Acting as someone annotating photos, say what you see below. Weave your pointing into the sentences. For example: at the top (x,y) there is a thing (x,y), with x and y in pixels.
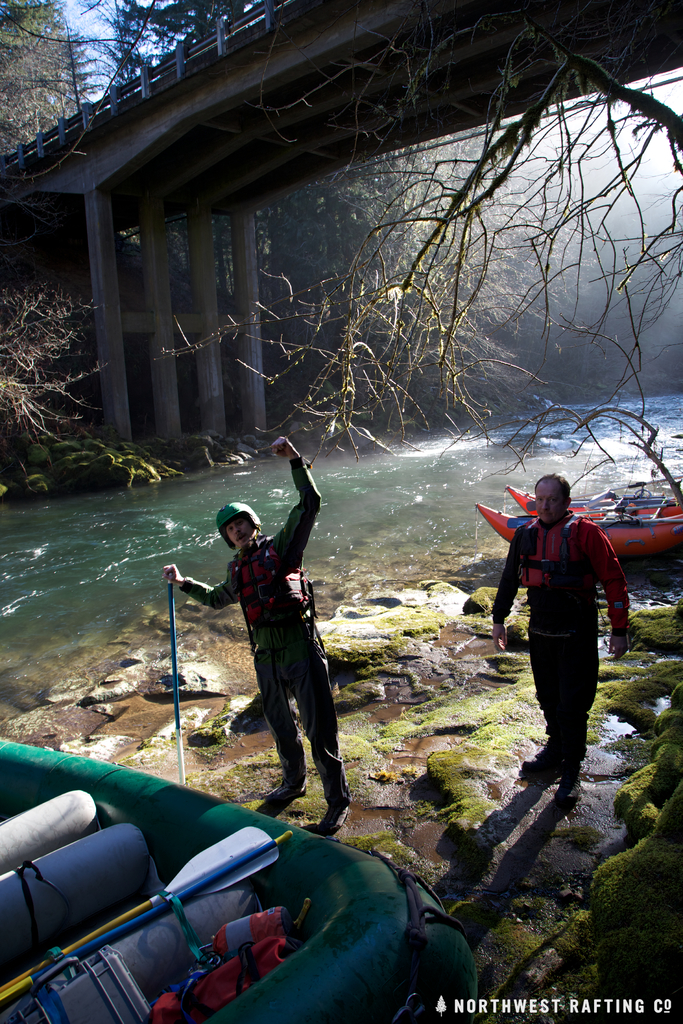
In the picture I can see two men (556,641). There is a man (498,641) on the right side (543,545) is wearing the safety jacket (579,542). I can see another man (297,598) on the left side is wearing the safety (277,599) jacket and there is a helmet (234,505) on his head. He is holding a stick (169,604) in his right hand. I can see the boats (589,499). There is a bridge construction (233,52) at the top of the picture (398,106). In the picture I can see the water (136,577) and trees (15,128).
